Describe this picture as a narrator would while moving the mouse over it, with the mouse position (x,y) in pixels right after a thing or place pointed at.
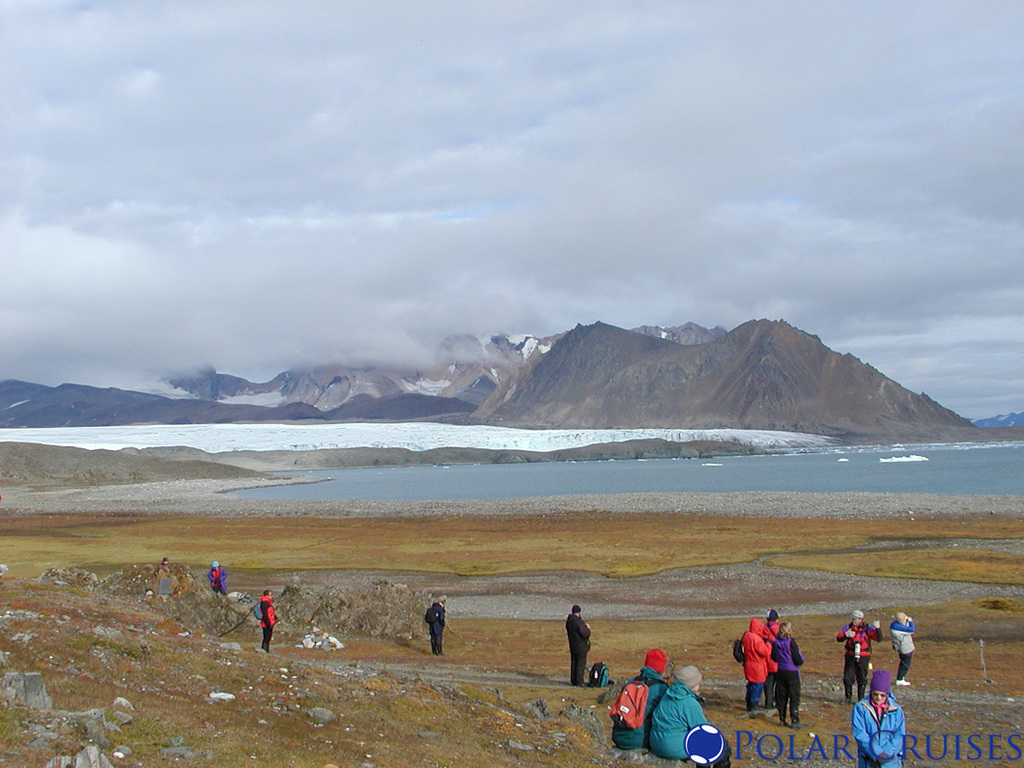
In this picture we can see some people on the ground (492,634). Behind the people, there are mountains (483,403) and water (540,465). At the top of the image (297,71), there is the cloudy sky (380,124). In the bottom right corner of the image (829,741), there is a watermark (715,753).
